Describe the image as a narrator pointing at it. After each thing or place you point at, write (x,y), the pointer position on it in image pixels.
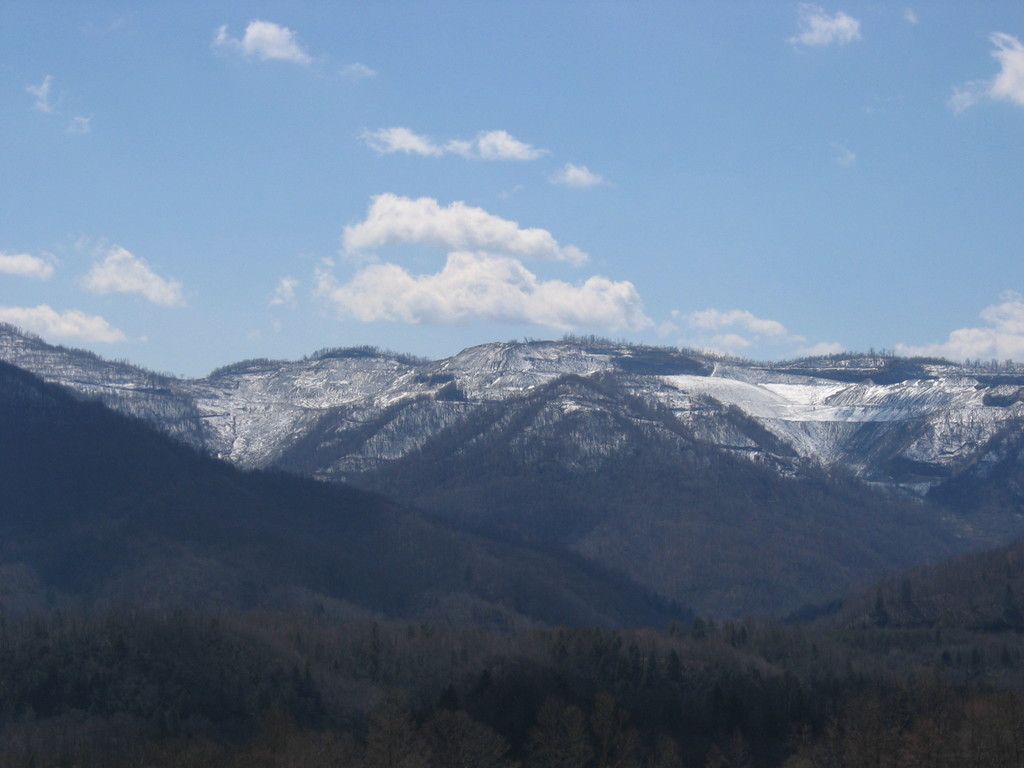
In the image we can see the trees (488,491), mountains (408,394) and the cloudy sky (476,196). We can even see the snow (754,409).
